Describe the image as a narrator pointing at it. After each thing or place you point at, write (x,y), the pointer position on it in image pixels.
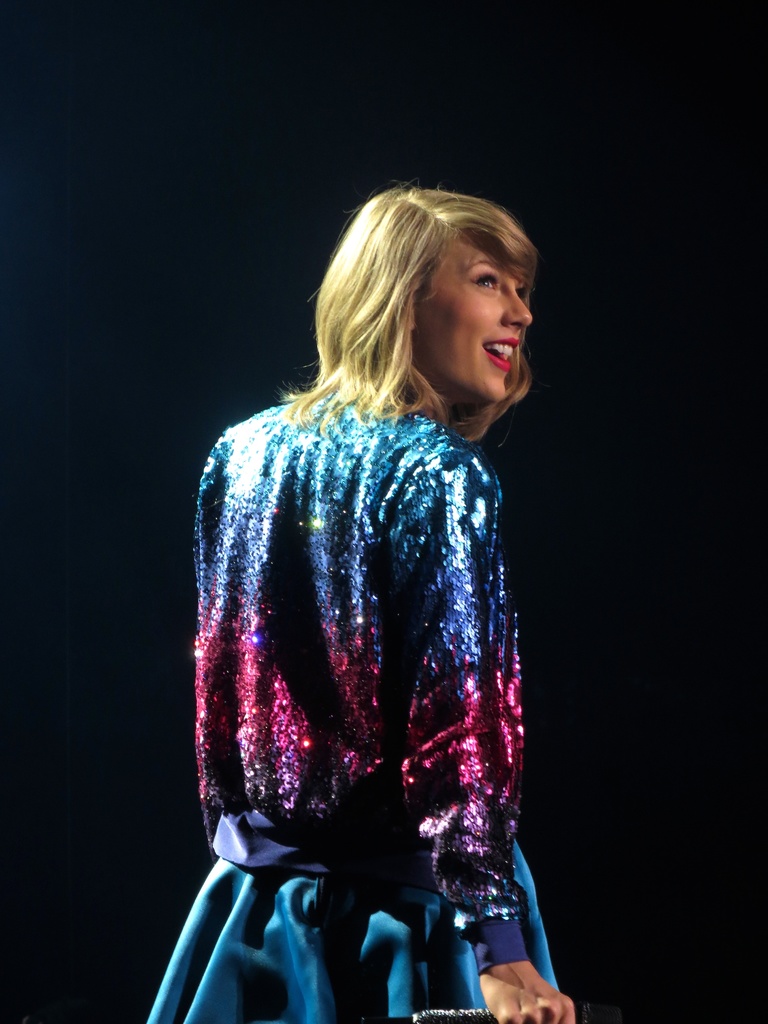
A woman (418,827) is standing, she wore a blue color shining dress (354,592).
